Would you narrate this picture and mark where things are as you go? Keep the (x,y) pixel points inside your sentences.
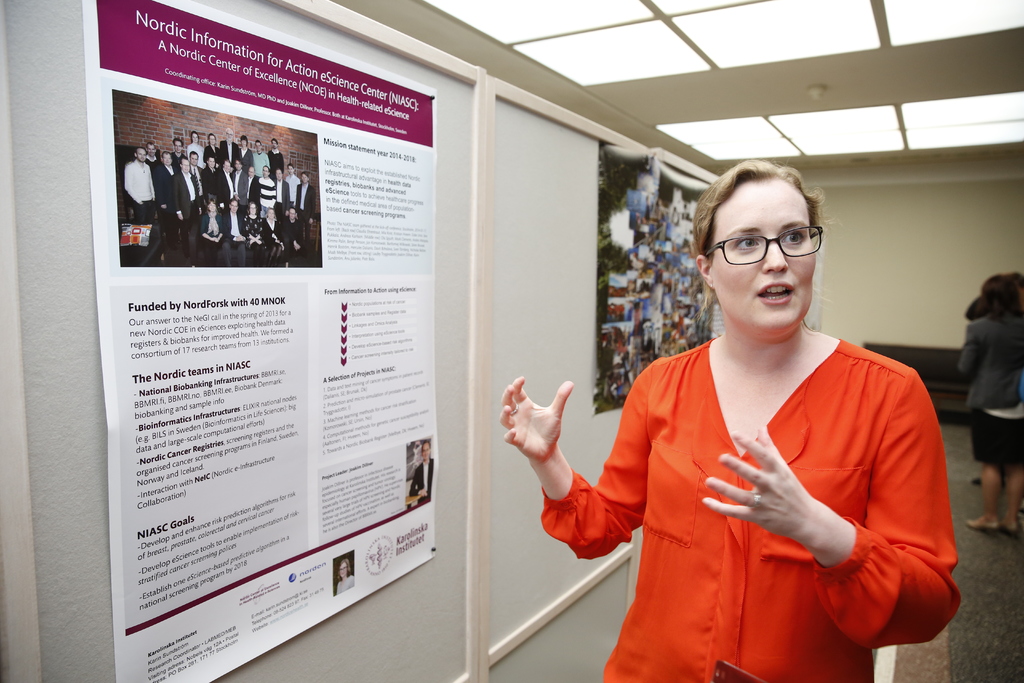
There is a woman (722,402) standing and talking. We can see banner (210,335) and board (210,354) on the wall (408,651). In the background (1004,382) we can see people (1007,368), wall (941,211) and sofa (901,351). At the top (762,96) we can see ceiling (755,76) and lights (825,143).
